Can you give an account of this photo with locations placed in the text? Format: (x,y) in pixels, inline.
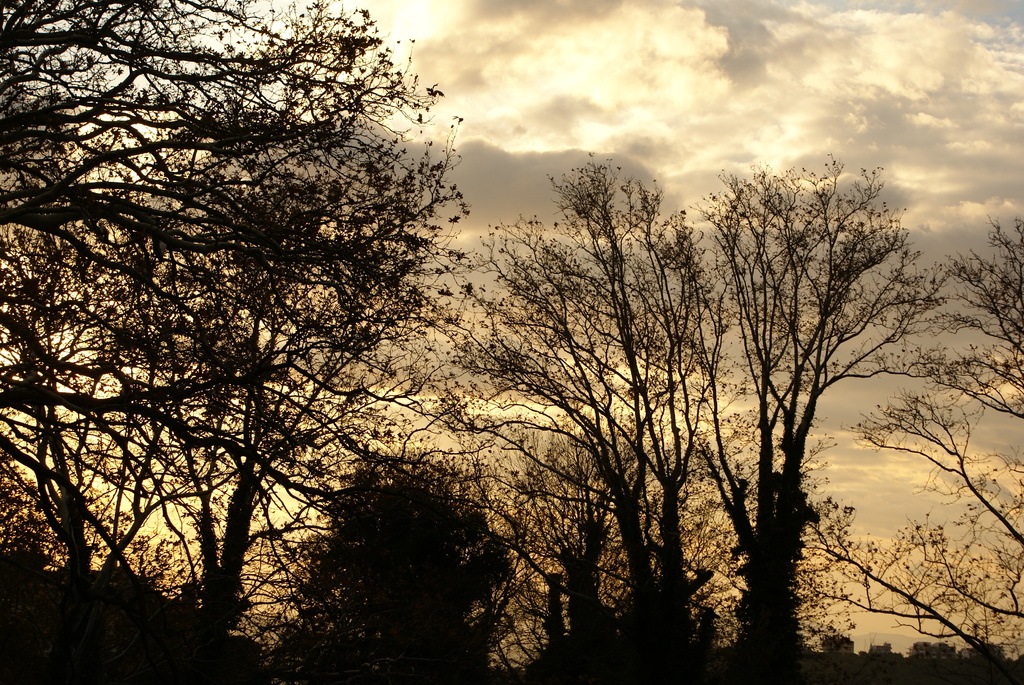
In the background (578,80) we can see the cloudy sky (677,108). This picture is mainly highlighted with the trees (432,679).
